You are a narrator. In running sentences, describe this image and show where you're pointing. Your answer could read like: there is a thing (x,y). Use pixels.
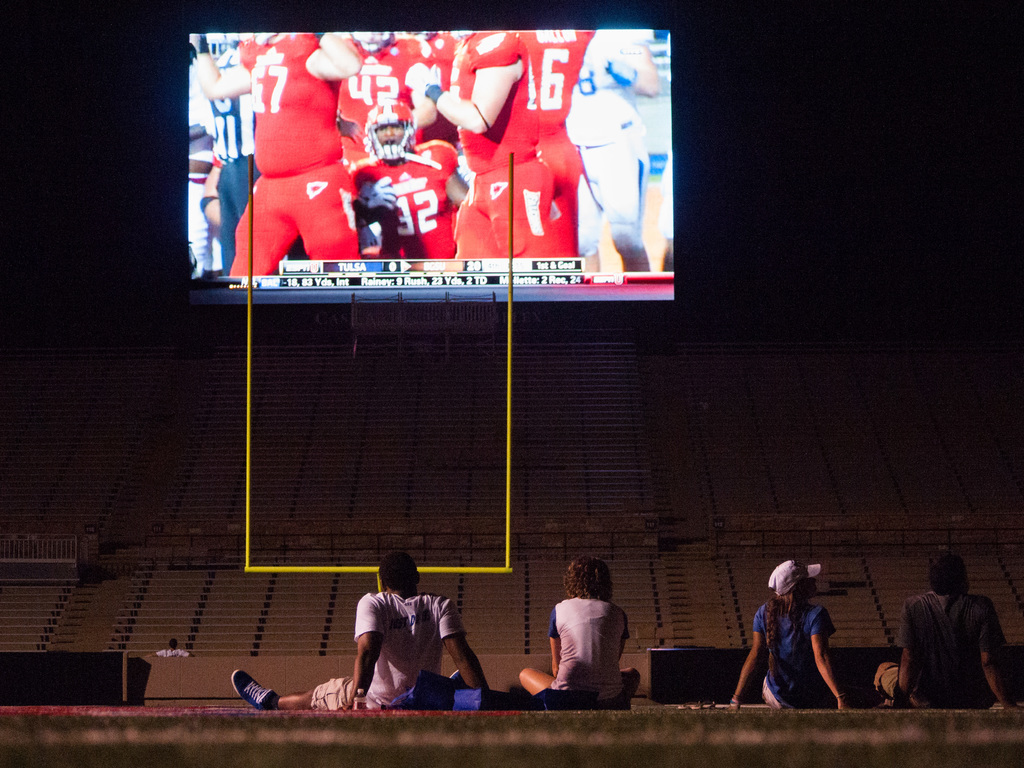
In this image we can see group of persons (941,672) sitting in the ground (298,711). One person (405,649) is wearing white t shirt (396,661) and one woman (816,644) is wearing blue t shirt (808,628) and white cap (787,569). In the background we can see poles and a screen (459,187).
